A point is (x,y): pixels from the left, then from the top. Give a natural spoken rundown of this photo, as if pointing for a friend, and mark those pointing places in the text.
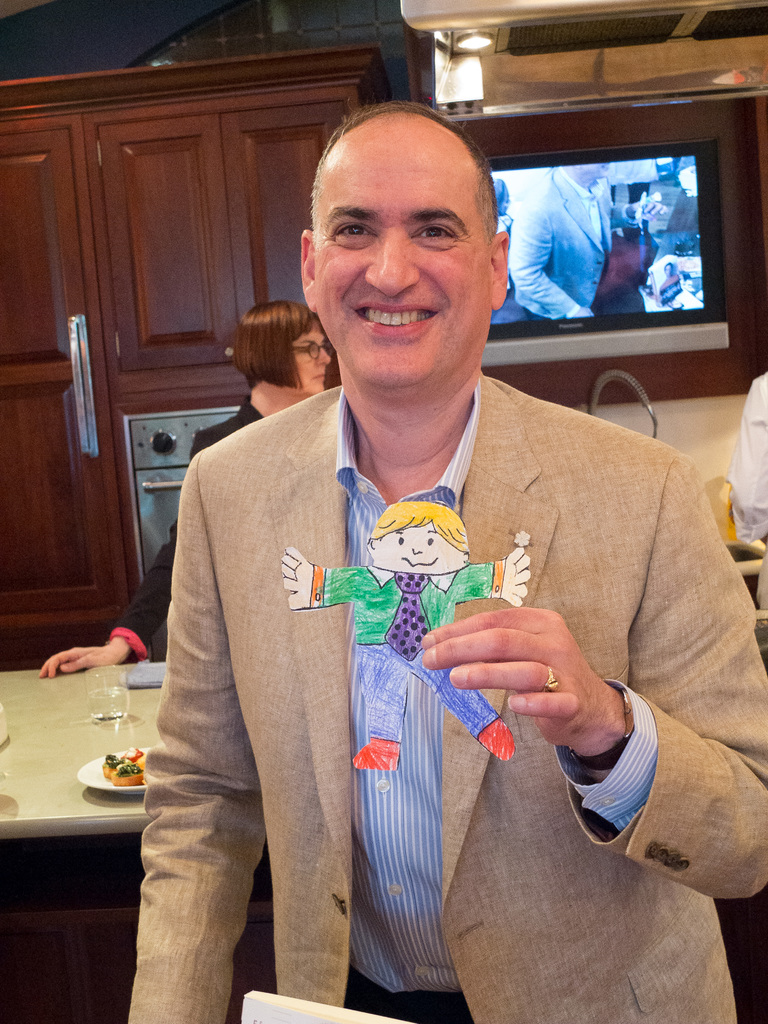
In the foreground of the picture (452,474) there is a person (379,796) wearing a suit (457,767), he is holding a toy of a boy (384,610). In the center of the picture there is a table (106,747), on the table (109,752) there are glass (109,706), plate (101,771), food (114,775) and other objects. On the other side of the table (91,726) there are people (763,464) standing. In the background (219,336) there are microwave oven (163,454), closet (154,277), television (602,293), light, ventilation (629,95) and other objects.
